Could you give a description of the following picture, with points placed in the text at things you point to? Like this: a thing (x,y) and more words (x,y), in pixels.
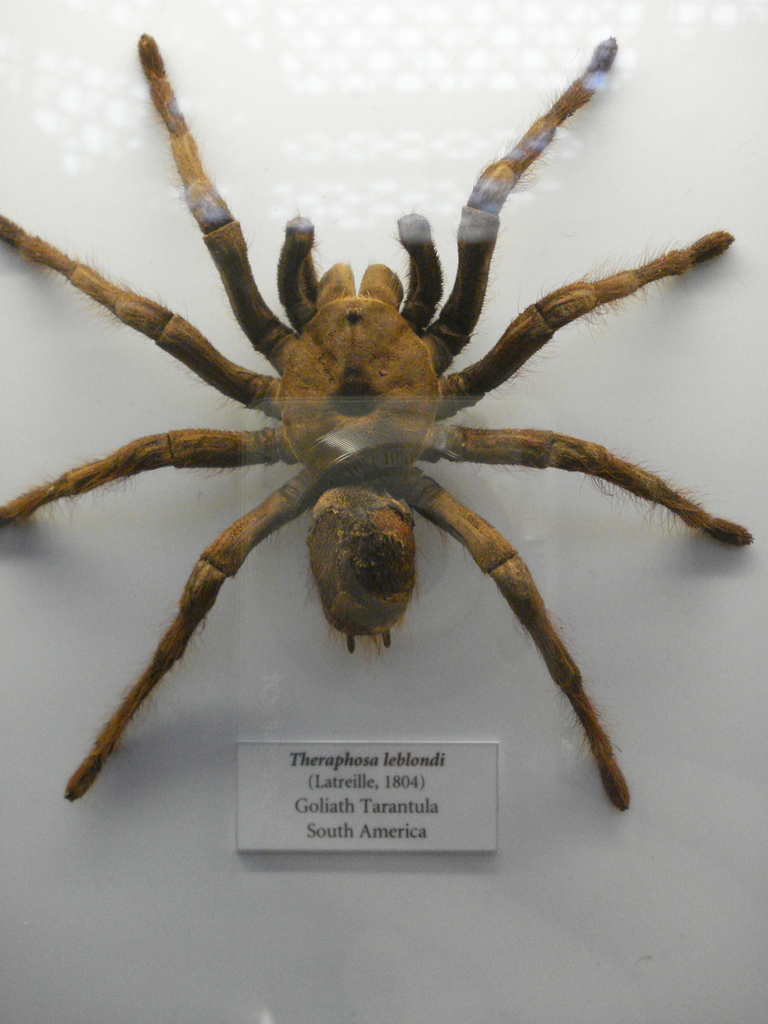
In this image we can see a spider (357,593) on a white surface (125,501). There is some text (350,784) on the sticker (426,773).
